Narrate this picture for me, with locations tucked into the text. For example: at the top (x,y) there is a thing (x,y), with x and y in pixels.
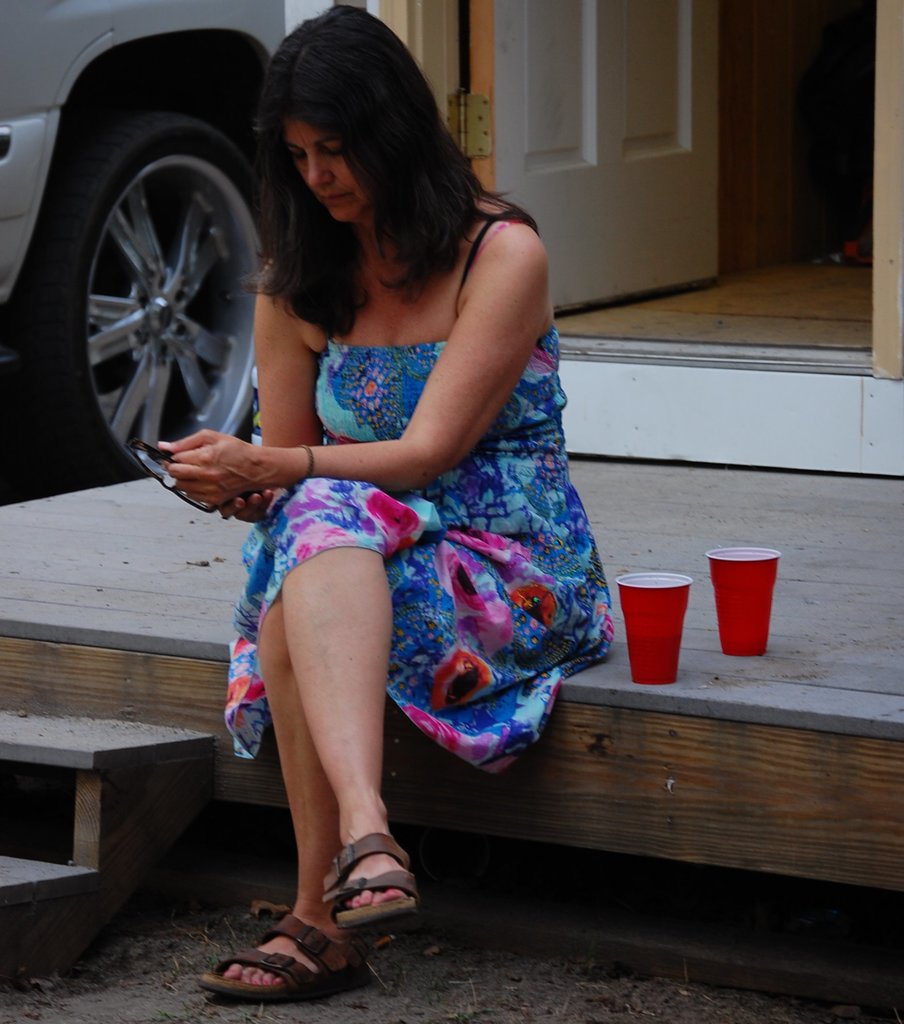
In this image we can see a lady (388,559) sitting on the wooden floor (424,756), she is holding goggles (160,457), there are two glasses (726,603) beside her, there is a vehicle (106,300), a door (588,119), also we can see the steps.
